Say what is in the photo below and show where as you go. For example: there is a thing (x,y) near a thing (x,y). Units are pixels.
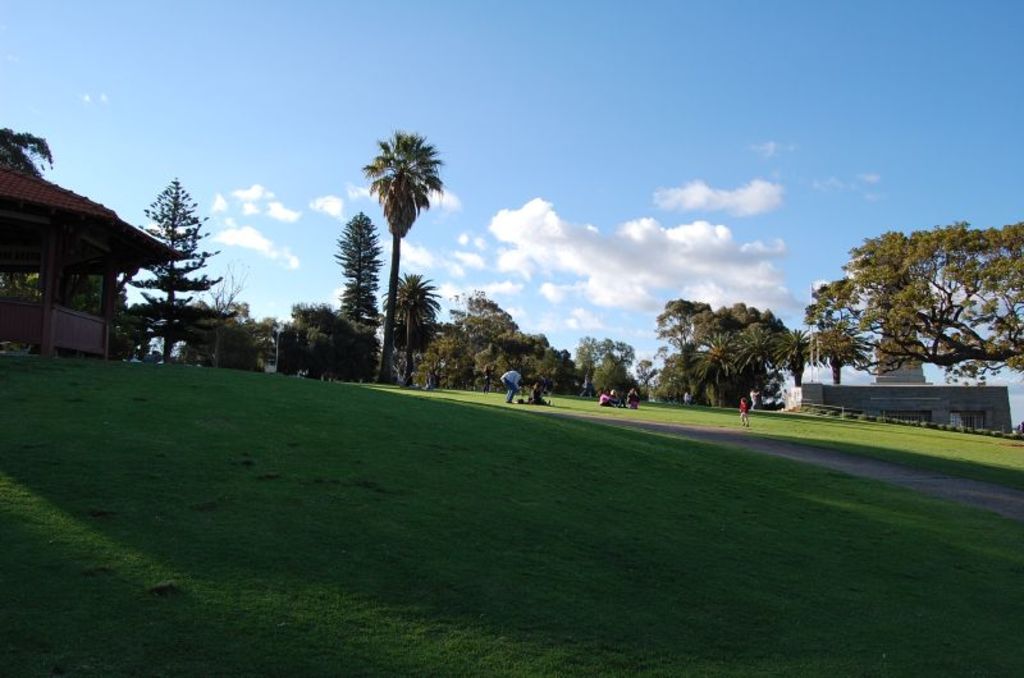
In this picture we can see group of people (541,389), few are sitting on the grass (612,450), in the background (935,333) we can find few trees (847,353) and a building (931,390), on the left side of the image (60,239) we can see a garden shelter (102,266).
